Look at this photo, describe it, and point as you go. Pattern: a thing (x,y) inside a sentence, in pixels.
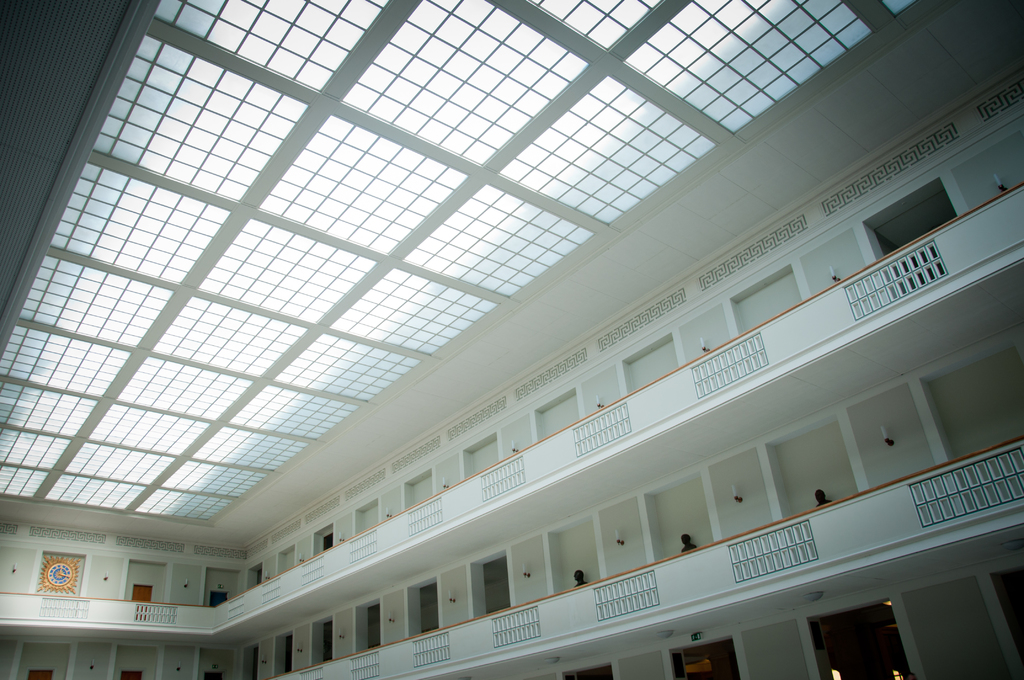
In this picture I can see an inner view of a building (533,477). Here I can see the doors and wall (191,586).
